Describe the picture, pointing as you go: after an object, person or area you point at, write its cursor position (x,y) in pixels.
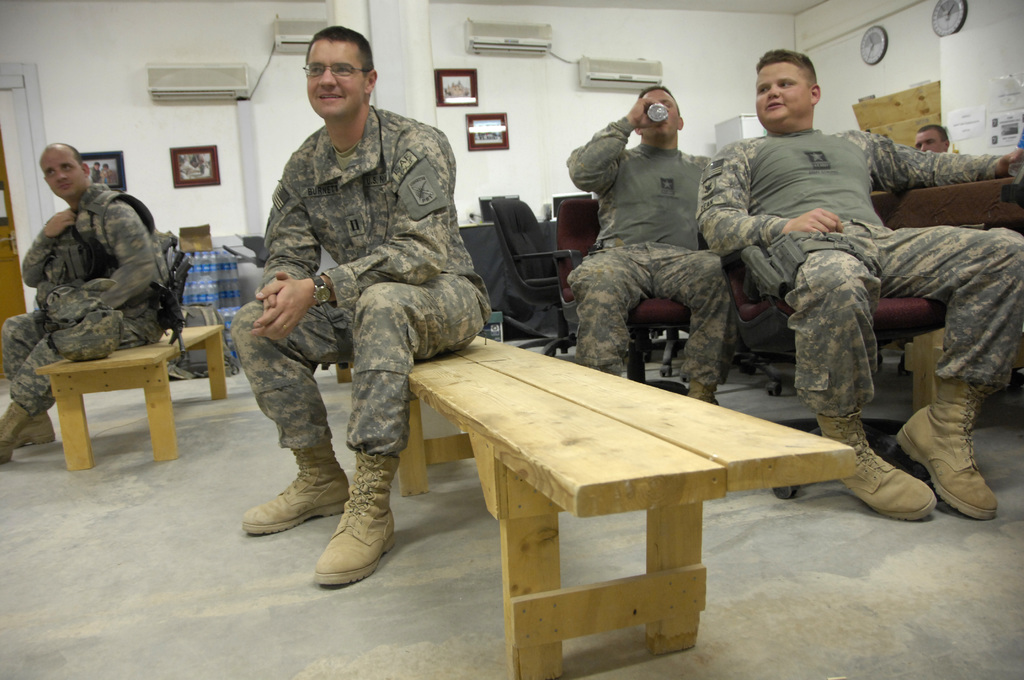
In this image we can see five persons (630,279). In front (416,314) the man (412,334) is sitting on the bench (519,411). At the right side (705,279) the man (613,244) is sitting on the chair (587,253) and drinking. At the background (272,150) we can see a wall (281,129). On the wall (242,169) there are frames (206,169), Ac (210,83) and a watch (869,55).
